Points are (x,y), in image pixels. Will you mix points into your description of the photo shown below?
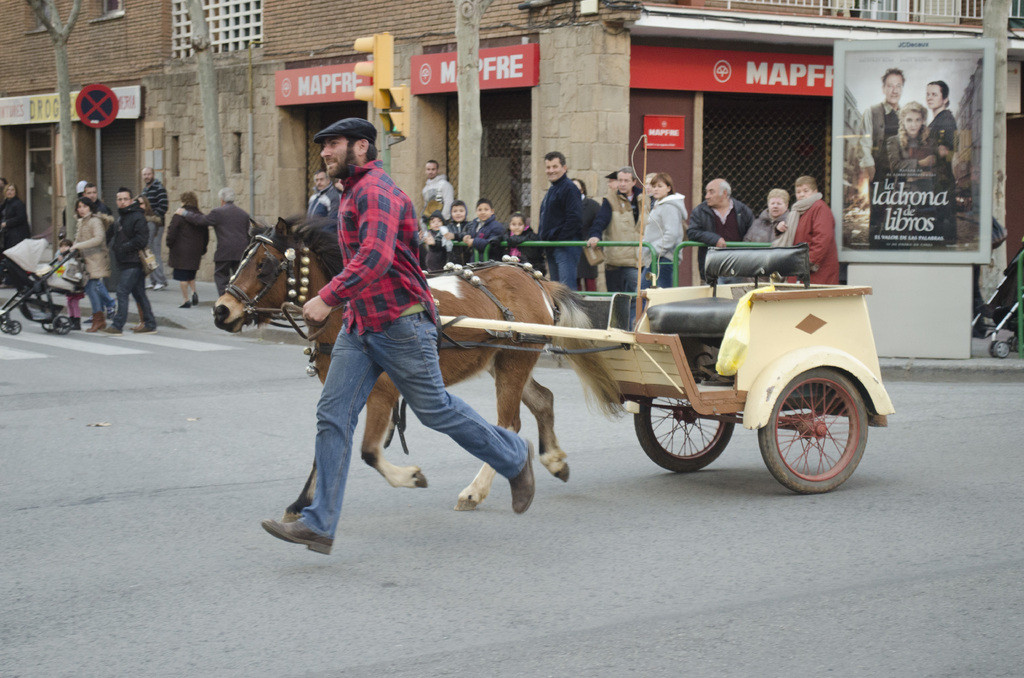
In this picture we can see group of people (425,260) and a horse (593,356), in the background (83,101) we can find hoardings (835,121), couple of buildings (576,108), poles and sign boards (92,87).
